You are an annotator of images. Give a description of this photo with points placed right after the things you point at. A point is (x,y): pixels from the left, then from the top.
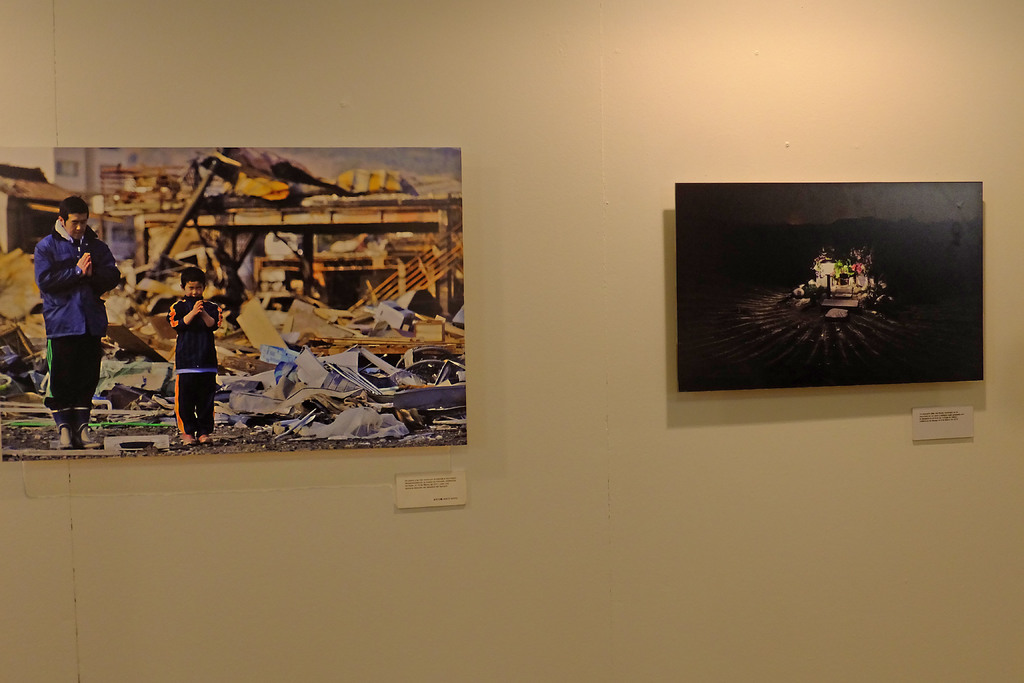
In the image we can see the photos (128,286) stick to the wall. In the left side photo (92,331) we can see a man (60,327) and a child (209,333) wearing clothes (87,305), shoes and it looks like they are praying.
